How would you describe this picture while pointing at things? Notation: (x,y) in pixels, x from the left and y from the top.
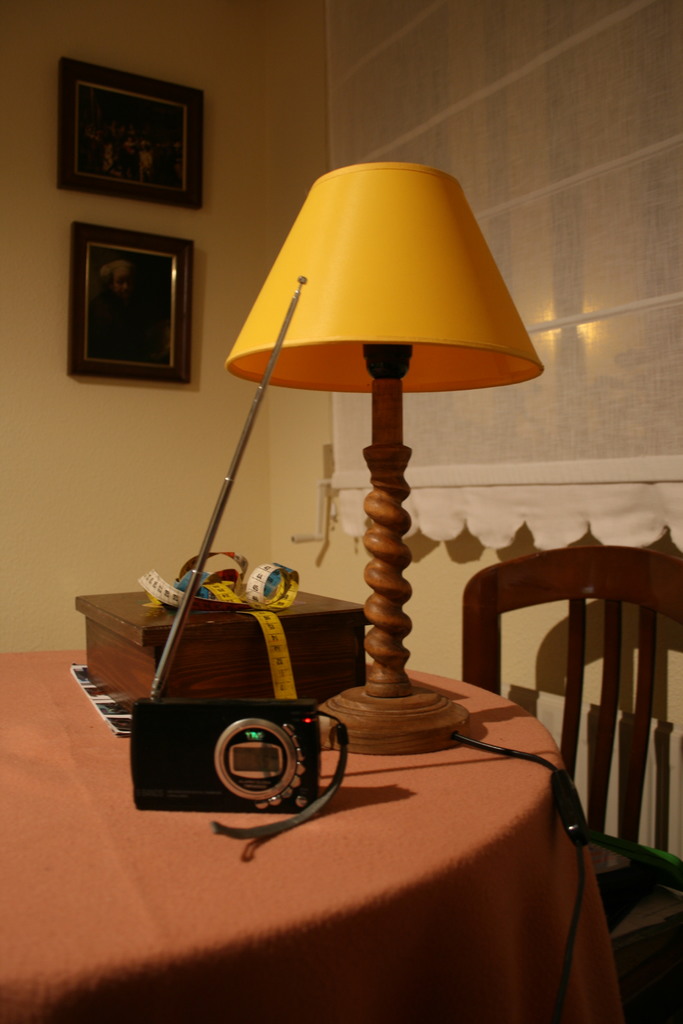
In this image, we can see a table (41,995), on that table (462,769) there is a yellow color lamp (394,350) and there is a radio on the table (4,788), we can see the chair (663,590), there is a window (606,288) and a white color curtain (563,129), we can see two photos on the wall (189,46).
